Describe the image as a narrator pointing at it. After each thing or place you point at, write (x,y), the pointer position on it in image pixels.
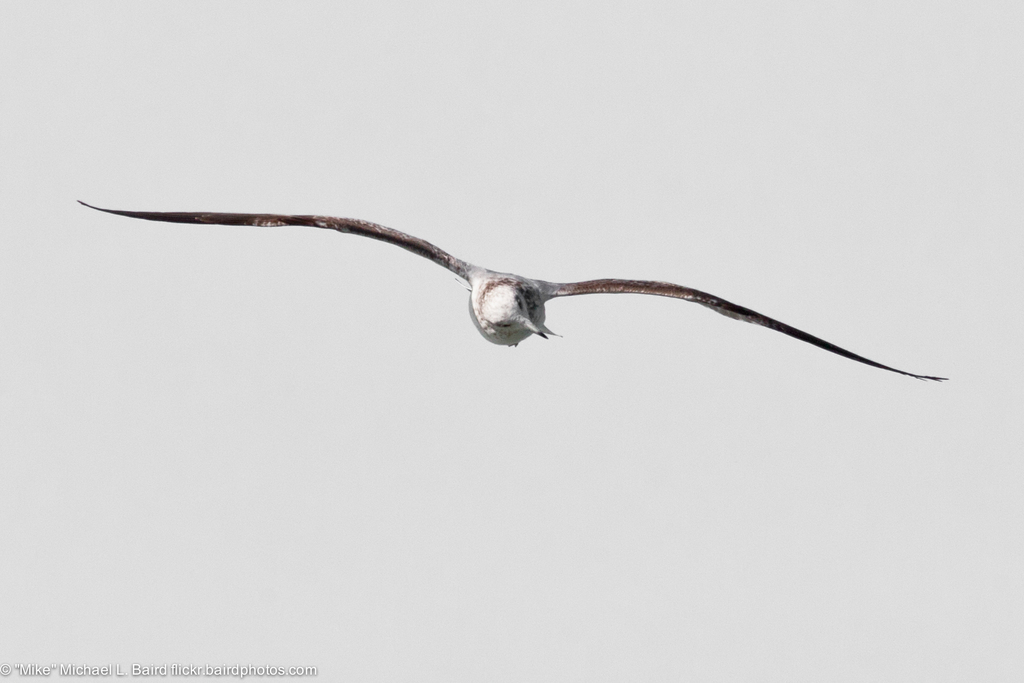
In this image I can see a bird (525,296) flying in air (72,162) and the bird (465,279) is in white and brown color. Background (657,31) the sky (715,172) is in white color.
